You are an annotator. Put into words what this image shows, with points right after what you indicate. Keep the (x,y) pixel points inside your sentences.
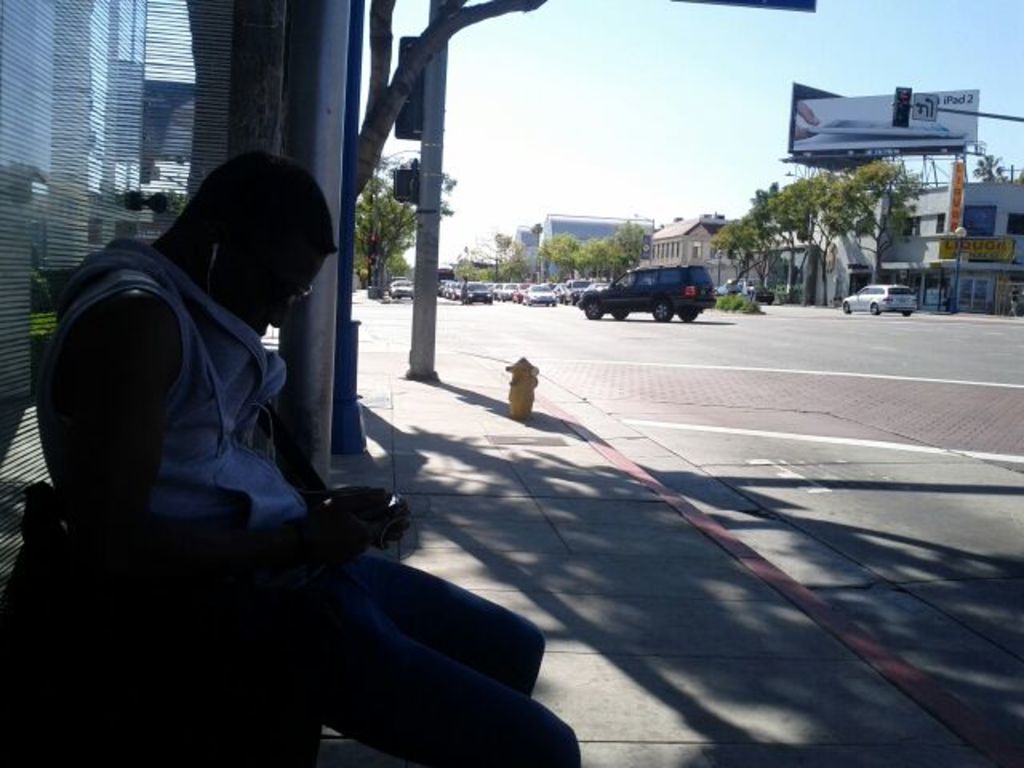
In this image I can see a person (112,312) sitting on the bench (68,648) and I can see a road (628,428) on the middle (477,295) and few vehicles (508,283) visible on the road (743,361) and I can see the sky (480,104), trees (884,223) and buildings (968,234) and hoarding board (825,121) visible in the middle (534,273).
